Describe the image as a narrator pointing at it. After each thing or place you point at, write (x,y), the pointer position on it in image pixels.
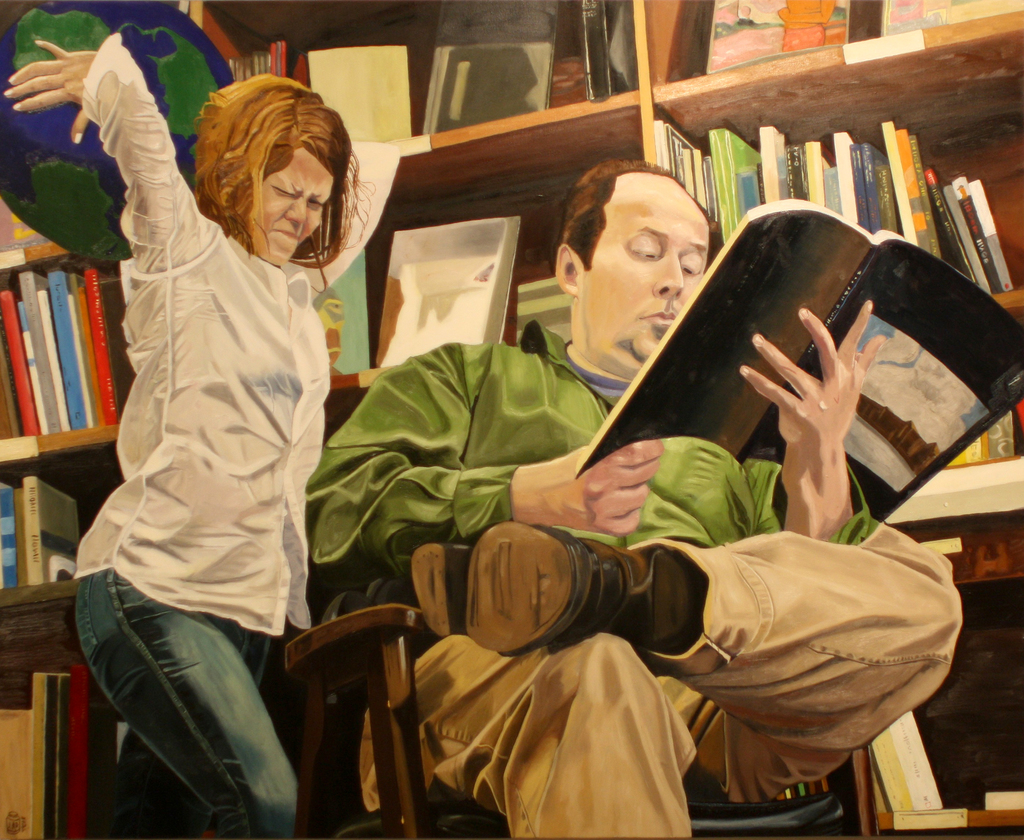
In this picture I can see a man (516,348) in front (463,376), who is sitting on a chair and holding a book (721,379) and behind him I can see a girl (170,230) who is standing in front of a blue and green color thing (63,203). In the background (14,463) I can see the racks (819,56) on which there are number of books (859,167) and I see that this is a depiction image.
